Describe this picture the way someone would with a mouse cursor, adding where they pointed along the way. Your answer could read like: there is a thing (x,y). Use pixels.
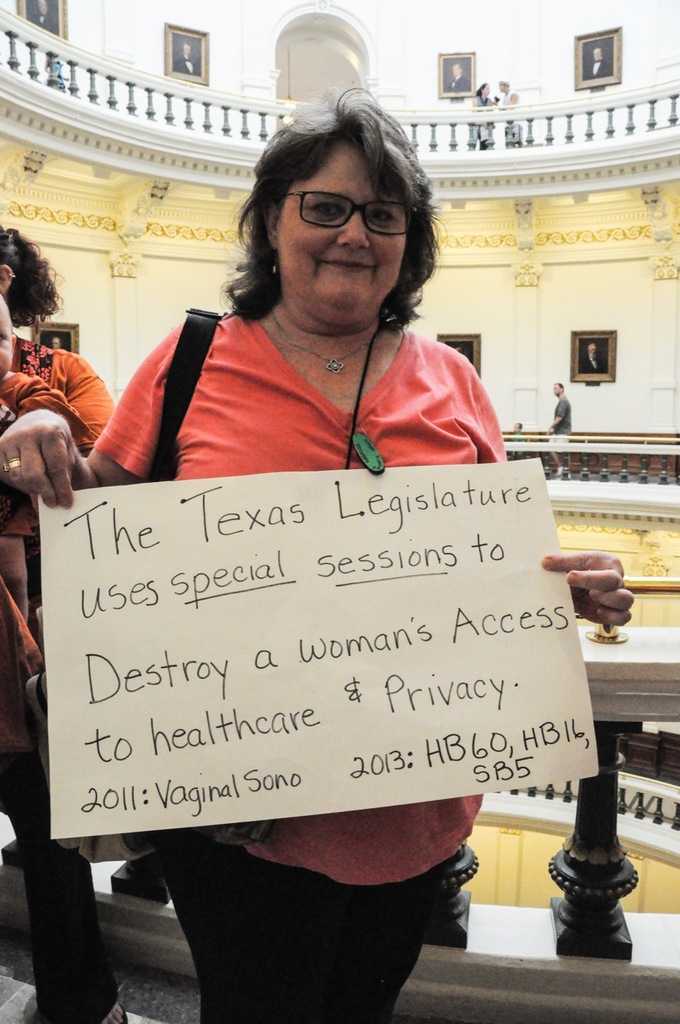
This image is taken indoors. In the background (165,184) there are a few walls (533,325) with picture frames (446,55) and doors (326,58). There are a few railings (631,789). There are many carvings (128,254) on the walls (569,282). There is a man (557,426) standing on the floor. On the left side of the image (12,771) a woman (26,360) is standing and she is holding a baby (34,393) in her hands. In the middle of the image (330,432) a woman (284,440) is standing and she is holding a board (290,692) with a text (86,548) on it. She is with a smiling face (339,261).
